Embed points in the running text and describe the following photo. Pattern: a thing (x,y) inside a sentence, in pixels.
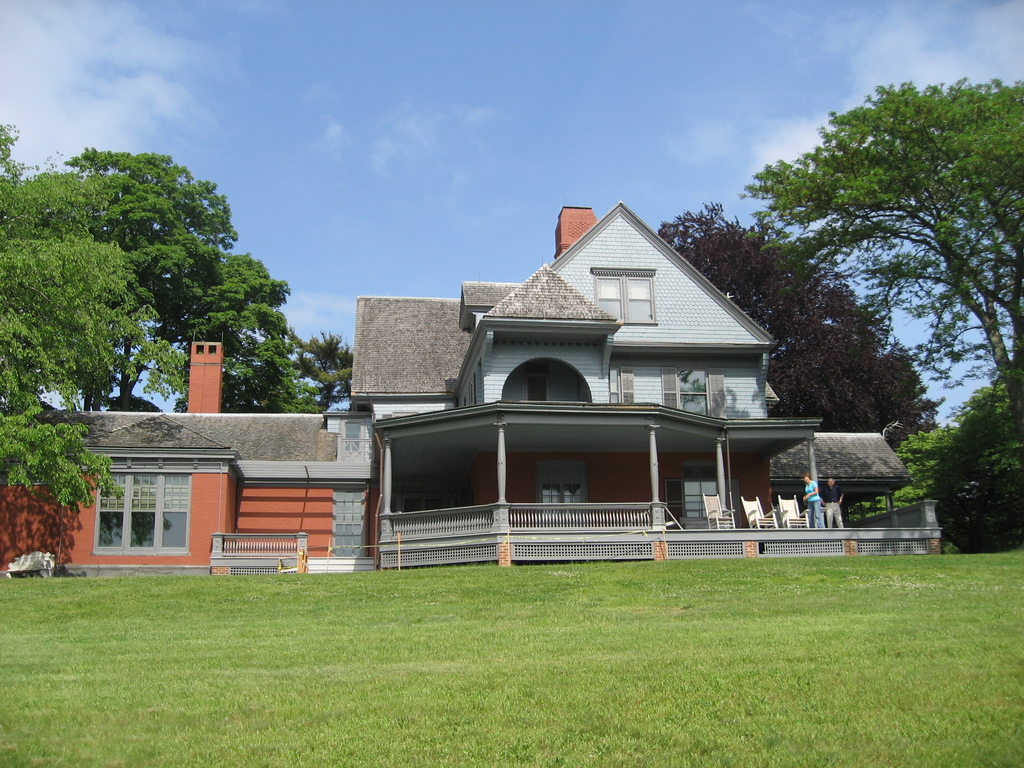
In this image, we can see a bungalow (462,545) with pillars (502,490), walls (489,492), glass windows (556,492), railings (407,525). Right side of the image (775,515), we can see few chairs (757,510), peoples (834,510). At the bottom (797,665), there is a grass (599,725). Background (1007,435) we can see so many trees (971,418). Top of the image (493,161), there is a sky (473,106).
